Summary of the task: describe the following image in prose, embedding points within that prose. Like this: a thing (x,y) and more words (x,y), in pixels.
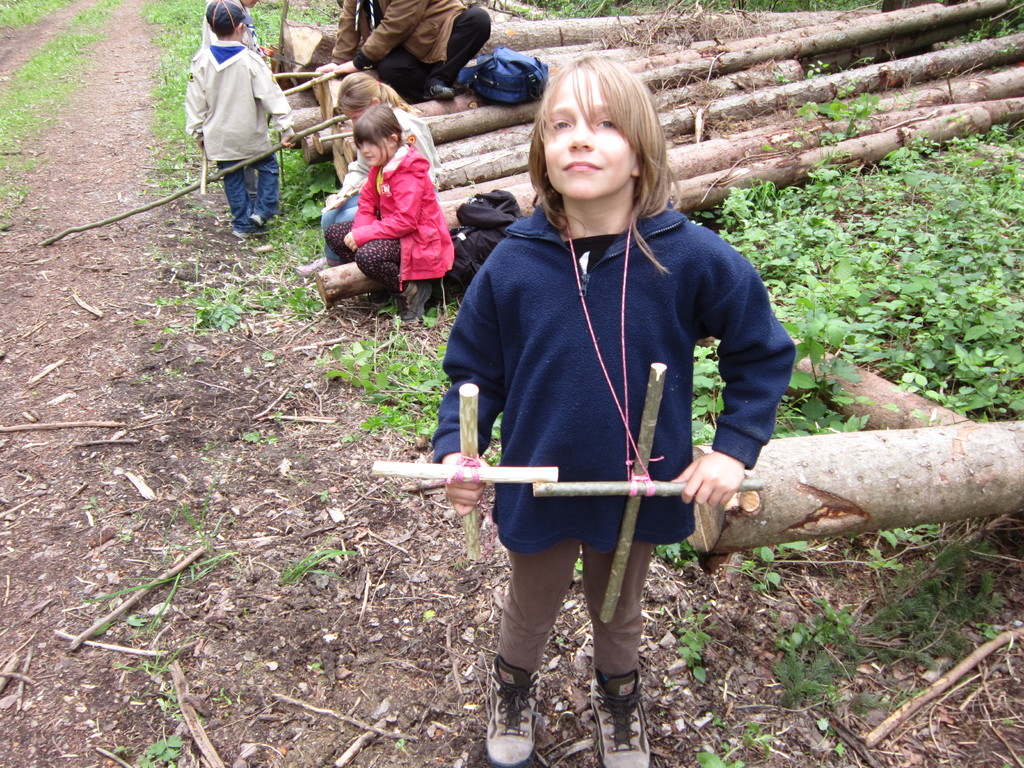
In this image, I can see three persons (224,48) standing and three persons (369,121) sitting on the wooden logs (478,136). There are bags (528,100). On the right side of the image (833,249), I can see the plants (842,248).
